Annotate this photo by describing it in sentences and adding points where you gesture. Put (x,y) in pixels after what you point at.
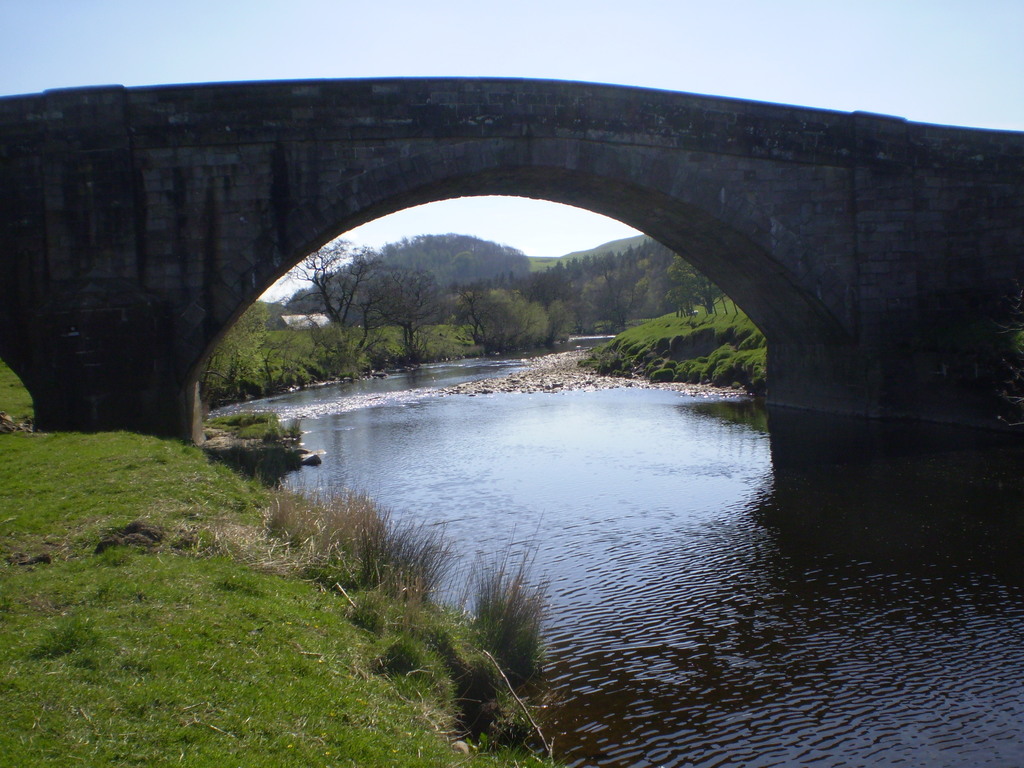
In this image I see the bridge (412,177) over here and I see the green grass (256,580) and plants (358,574) and I see the water (464,481). In the background (419,301) I see the trees (354,336), green grass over here too and I see the sky (527,209) which is clear.
